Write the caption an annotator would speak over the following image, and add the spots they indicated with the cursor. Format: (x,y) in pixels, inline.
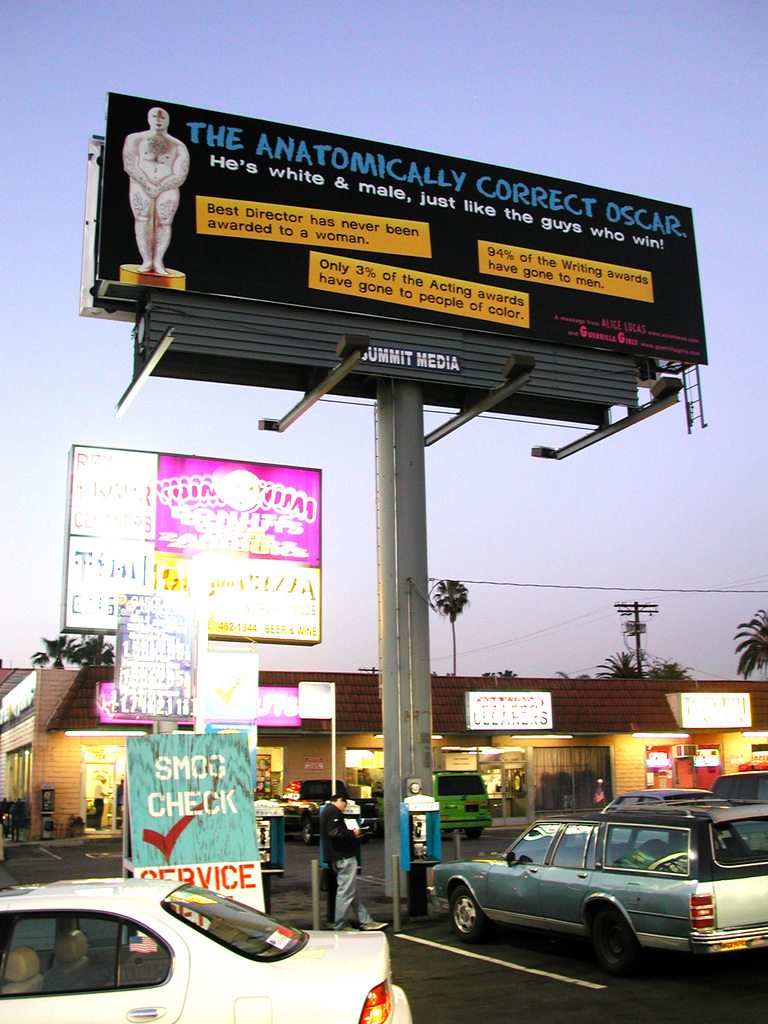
This image is clicked on the parking lot (470,957). There are vehicles (486,895) parked on the parking lot (538,957). In the center (394,599) there is a pole (397,548). There are hoardings (366,342) to the pole (397,457). There are boards (175,714) on the parking lot (304,846). In the background (357,705) there are buildings (432,711) and trees (617,665). There are a few people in the image. At the top (442,72) there is the sky (388,79).
